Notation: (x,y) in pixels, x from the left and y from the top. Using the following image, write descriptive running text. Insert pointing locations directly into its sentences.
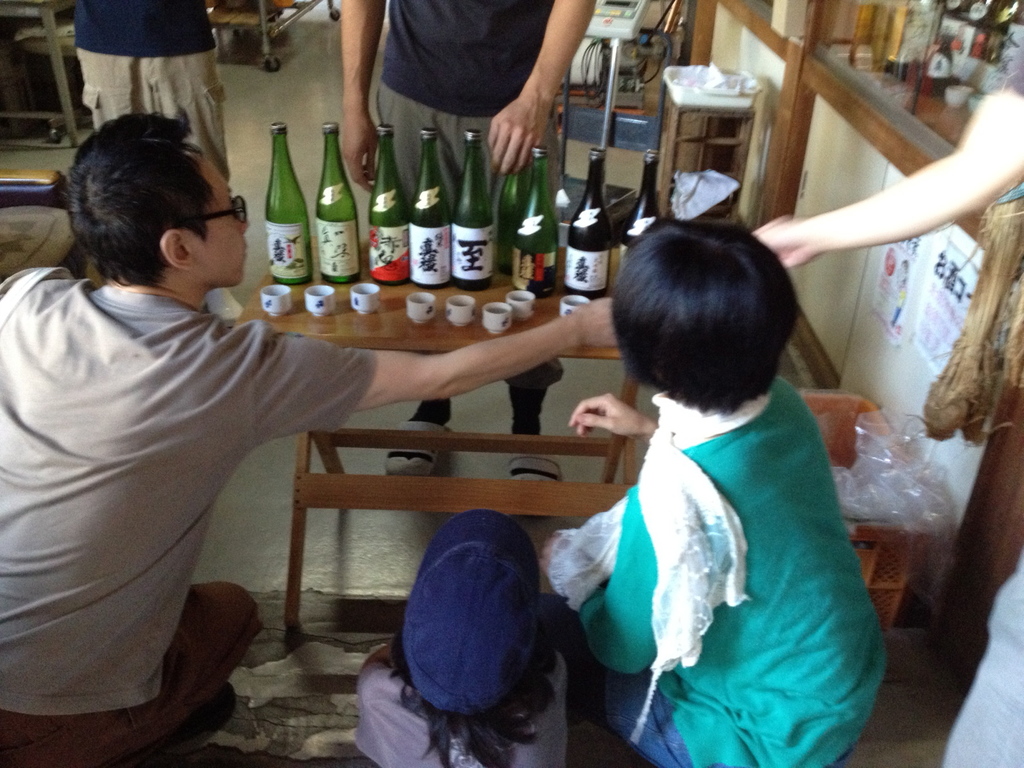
In this image I see few people (726,756) who are sitting and i see 2 persons (369,125) over here are standing. I can also see a table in front and there are cups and bottles (530,176) on it. I can also see a person's hand (980,159) over here and there is a basket (857,455) and a cover (857,455).
